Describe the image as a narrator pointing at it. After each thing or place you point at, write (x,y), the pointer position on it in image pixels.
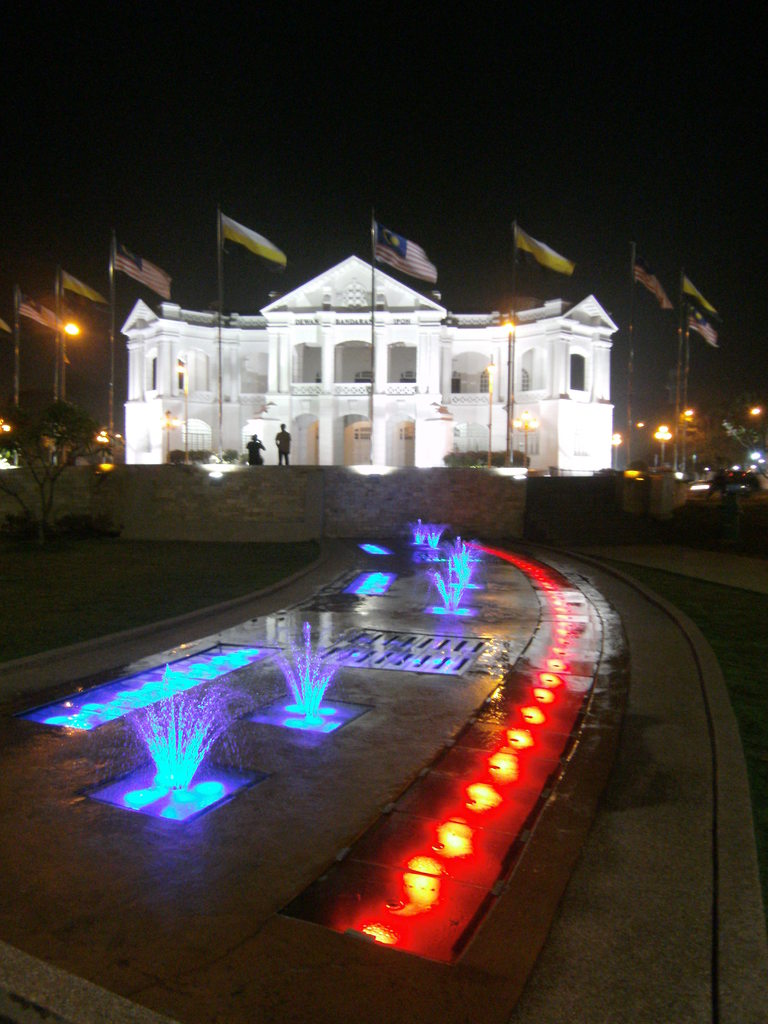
In this picture I can see water fountains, lights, flags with the poles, building (405,449) and trees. I can see two persons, and there is dark background (556,99).
